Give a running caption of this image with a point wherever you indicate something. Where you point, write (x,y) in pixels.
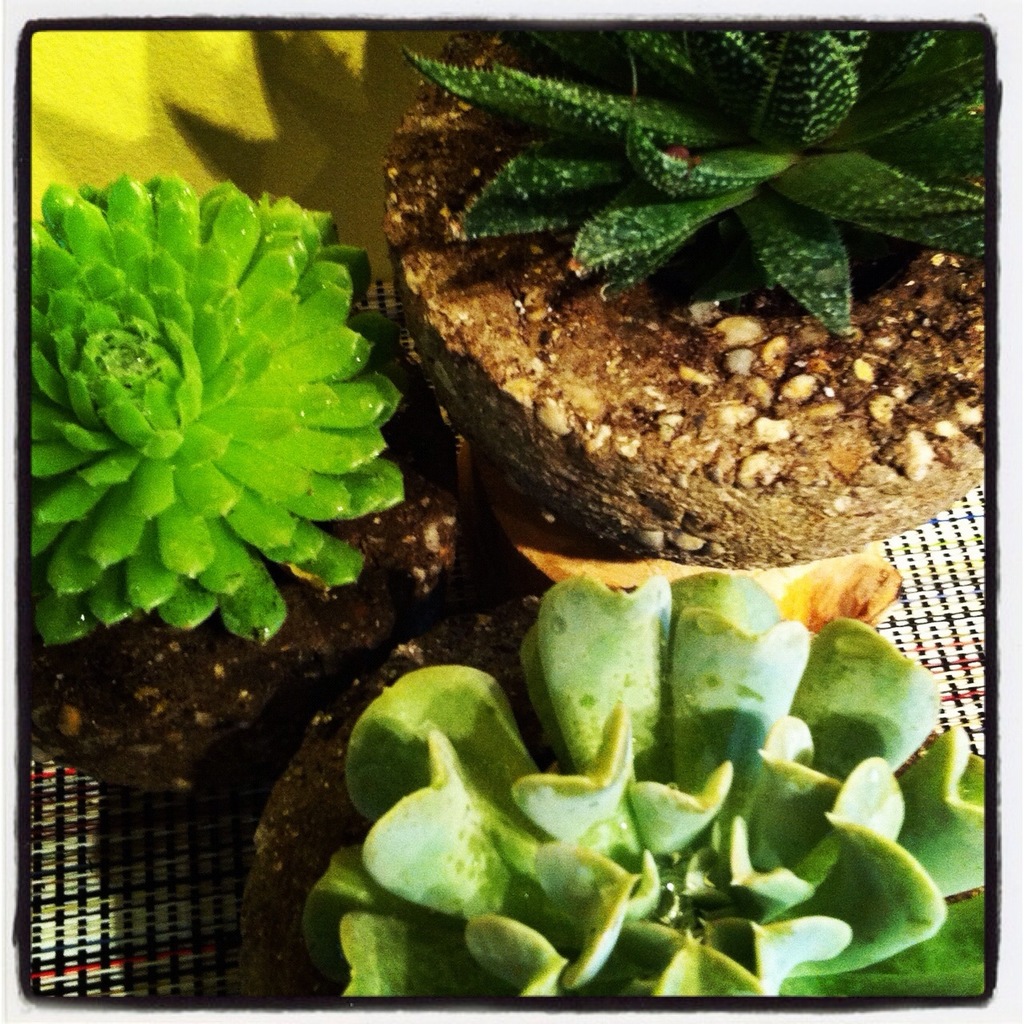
This is an edited image with the borders (155,4). In the center (371,402) we can see there are some objects (810,105) seems to be the succulent plants (853,77). In the background (848,578) we can see some other objects (905,590).
